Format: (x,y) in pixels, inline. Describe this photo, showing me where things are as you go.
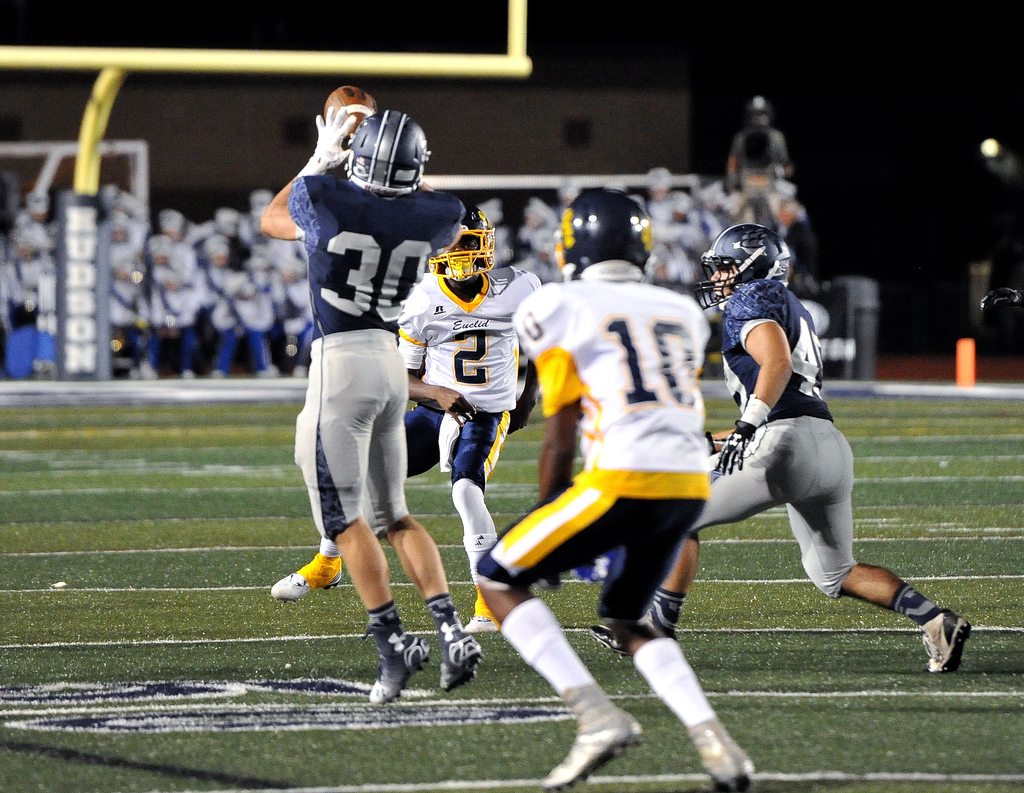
On the football ground (187,621) there are four players (520,322) running. Two players (507,370) are wearing white t-shirt (627,373) and other two are wearing blue t-shirt (751,373). All the four are running on the ground (200,552) and wearing helmets (402,184) on their head (365,168). A man (384,219) with blue t-shirt (349,209) in the left side (336,181) is holding a ball (338,105) in his hand (332,117). In the background (272,260) there are group of people (686,220) standing and watching.
